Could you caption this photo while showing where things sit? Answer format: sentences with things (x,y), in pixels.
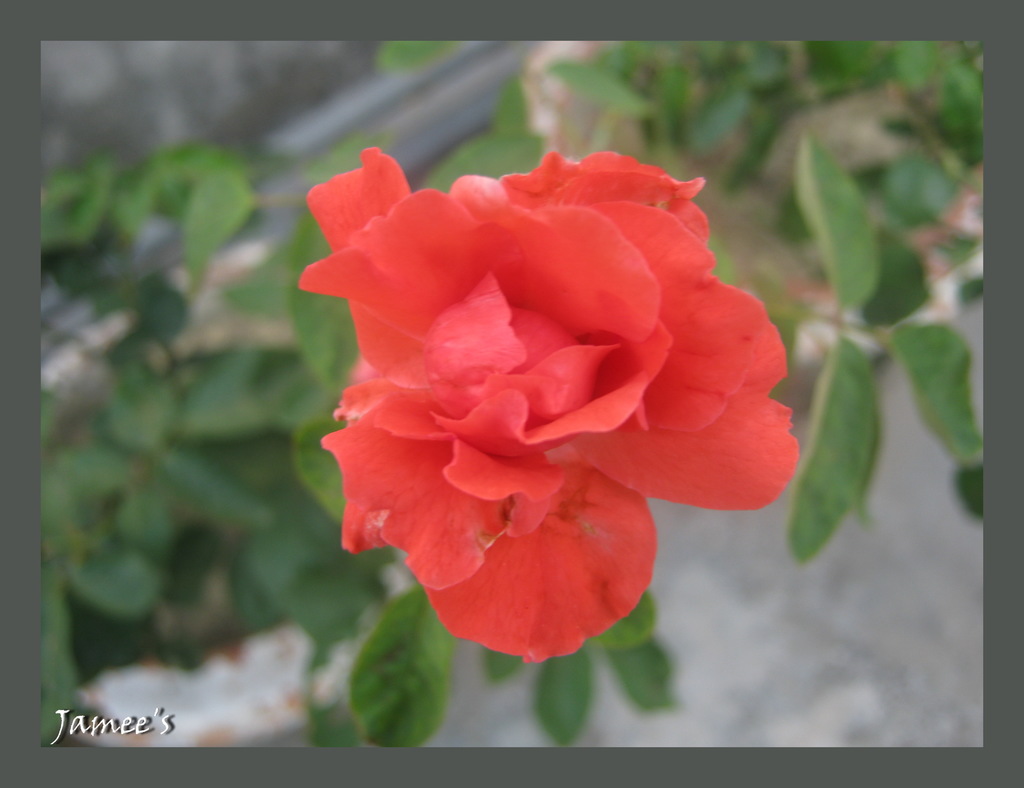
In this image there is a plant (646,312) having a red color flower (531,343) and leaves (853,259). Background (130,475) there are plants (64,698) on the land (777,659). Left bottom there is some text (60,733).
